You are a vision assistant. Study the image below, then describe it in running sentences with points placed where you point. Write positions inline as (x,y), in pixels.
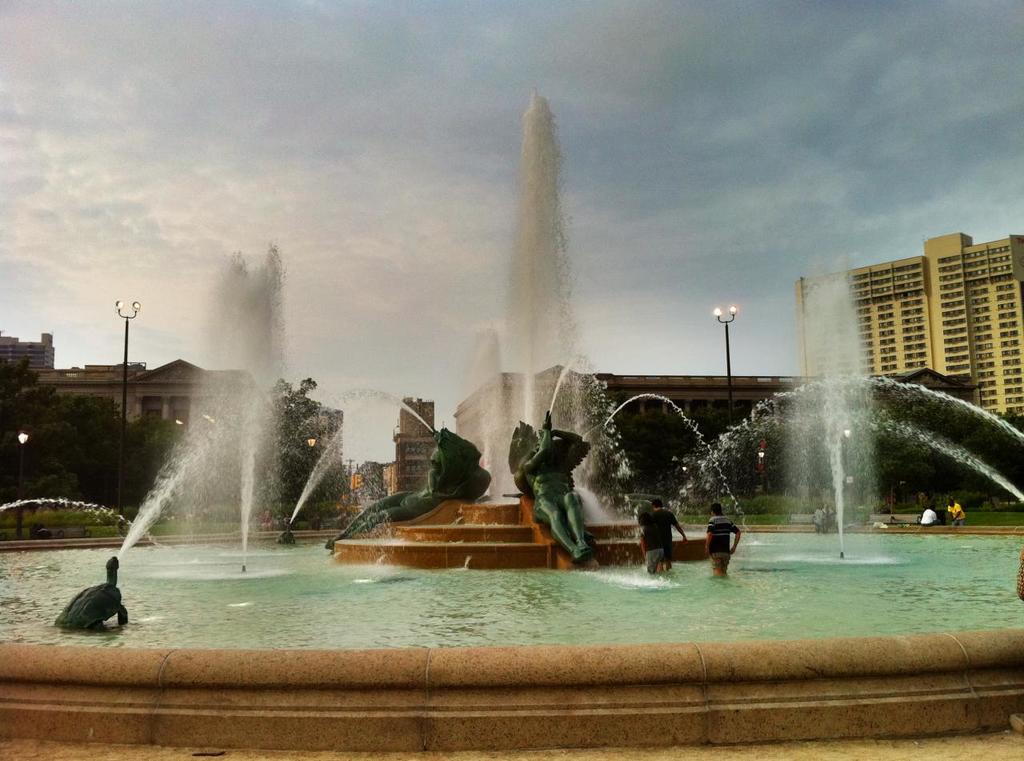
In the middle of the picture (548,303), we see fountain (497,454) and beside that, there are statues (560,460). There are three people (648,539) standing in the water (581,582). There are trees (54,462) and buildings (415,404) in the background (904,342). There are also street lights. At the top of the picture (255,107), we see the sky (578,239). This picture is clicked in the city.
